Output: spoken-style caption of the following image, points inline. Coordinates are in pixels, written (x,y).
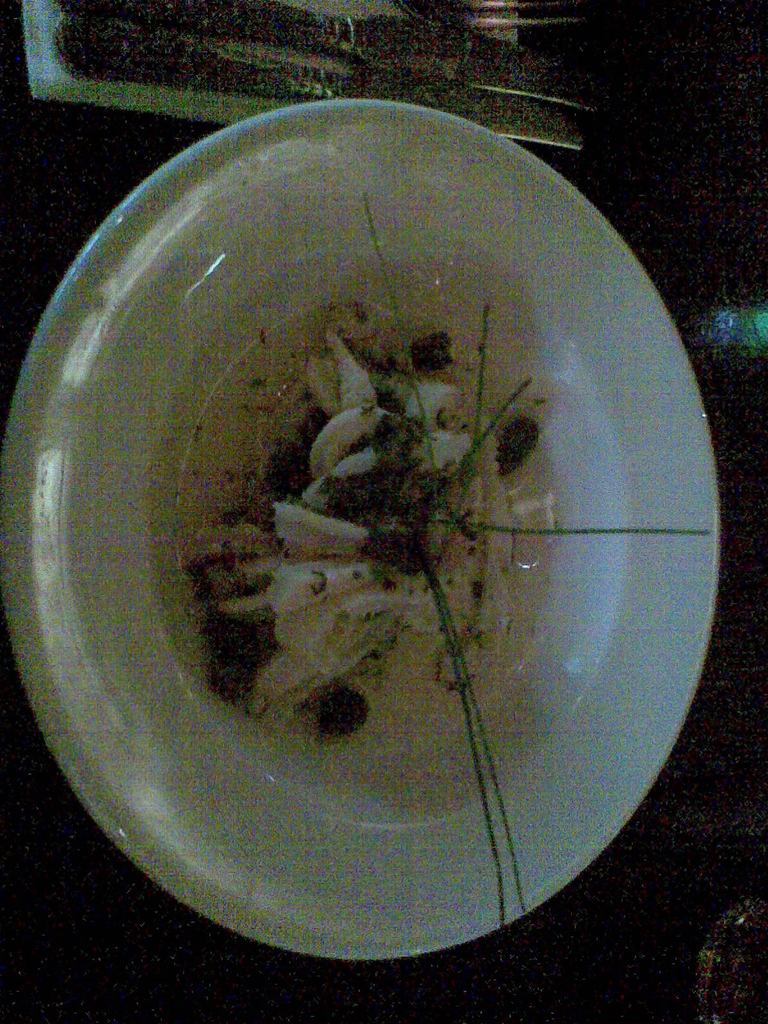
Here we can see a plate (121,773), spoons (550,126), fork (502,31), and food (390,610) on the table (23,261).
